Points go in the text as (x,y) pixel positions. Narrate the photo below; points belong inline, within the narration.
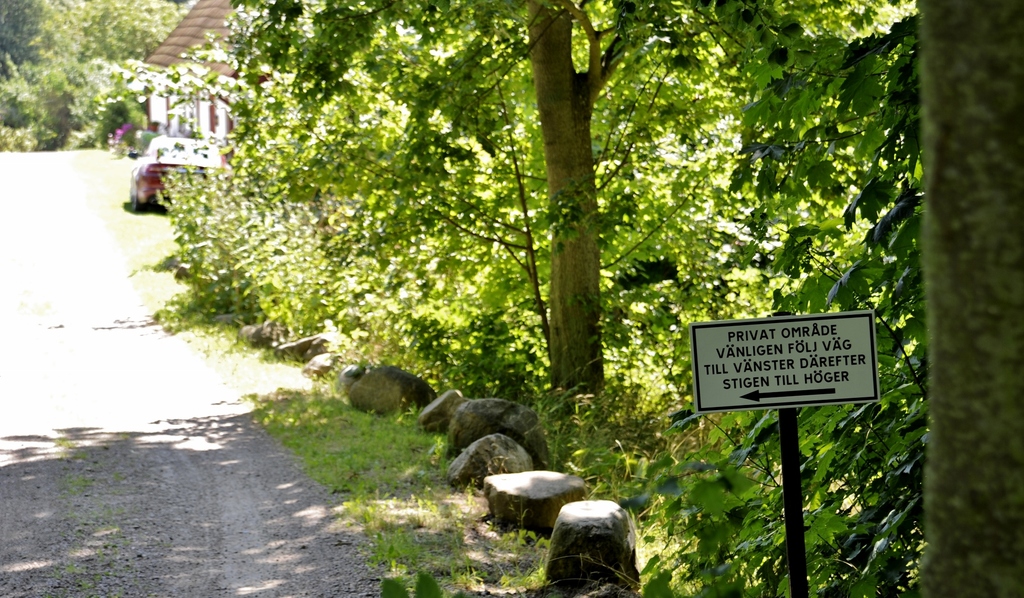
In the bottom right corner of the image (800,590) there is a sign board (799,565). Behind the sign board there are some trees (821,524) and stones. At the top left side of the image (162,195) there is a vehicle (144,188). Behind the vehicle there is a building (186,116).
